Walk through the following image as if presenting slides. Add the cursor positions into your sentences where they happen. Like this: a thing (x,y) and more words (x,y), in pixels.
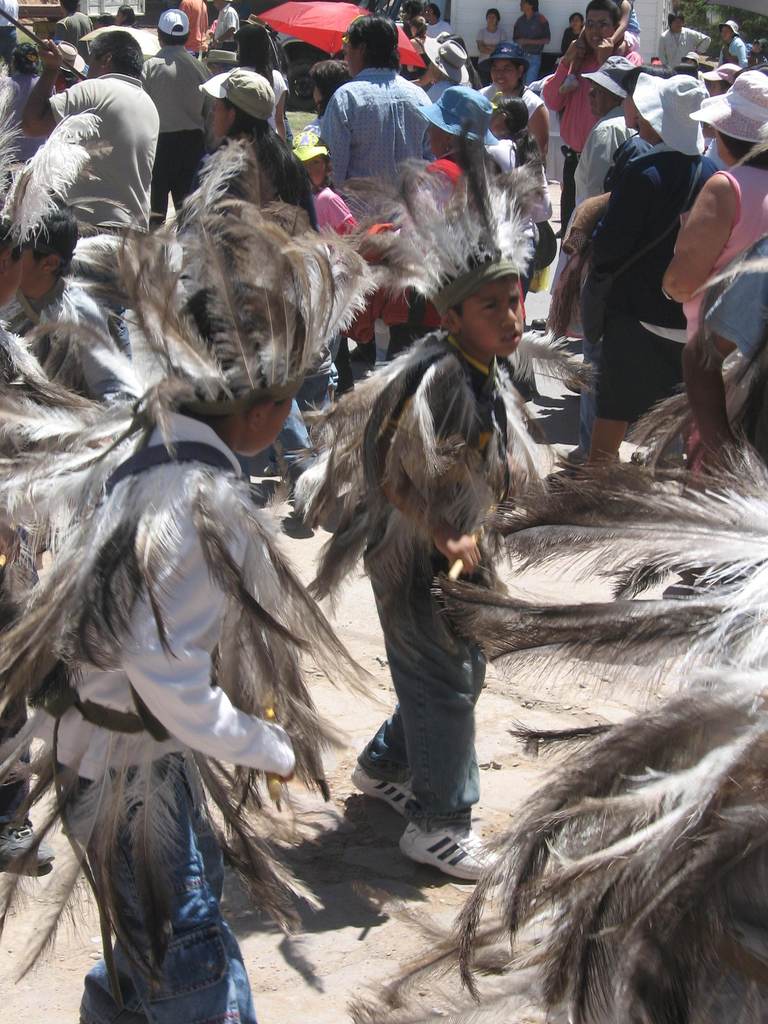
In this picture we can see some people (622,807) are wearing costumes (268,605). In the background of the image (690,96) we can see a group of people (315,172) are standing and some of them are wearing hats (256,107). At the top of the image (346,12) we can see an umbrella (291,3), wall (559,7), ground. At the bottom of the image (5,990) we can see the ground (503,755).
